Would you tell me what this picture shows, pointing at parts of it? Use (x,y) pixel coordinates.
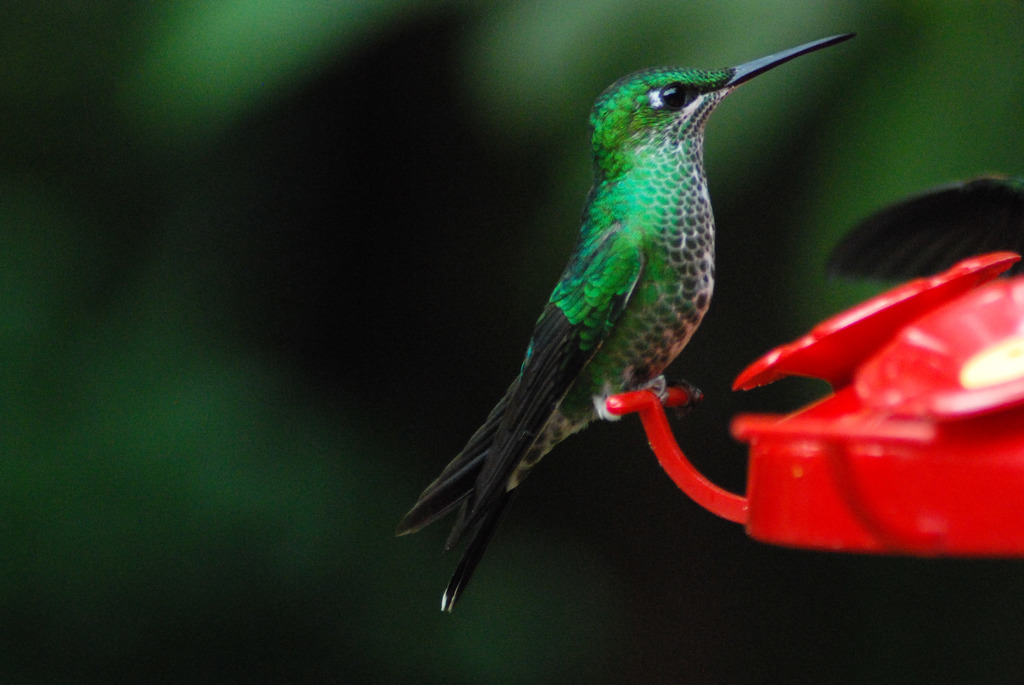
In this image we can see a green color bird (562,431) on the red color object (888,483). The background of the image (280,18) is blurred and dark.
